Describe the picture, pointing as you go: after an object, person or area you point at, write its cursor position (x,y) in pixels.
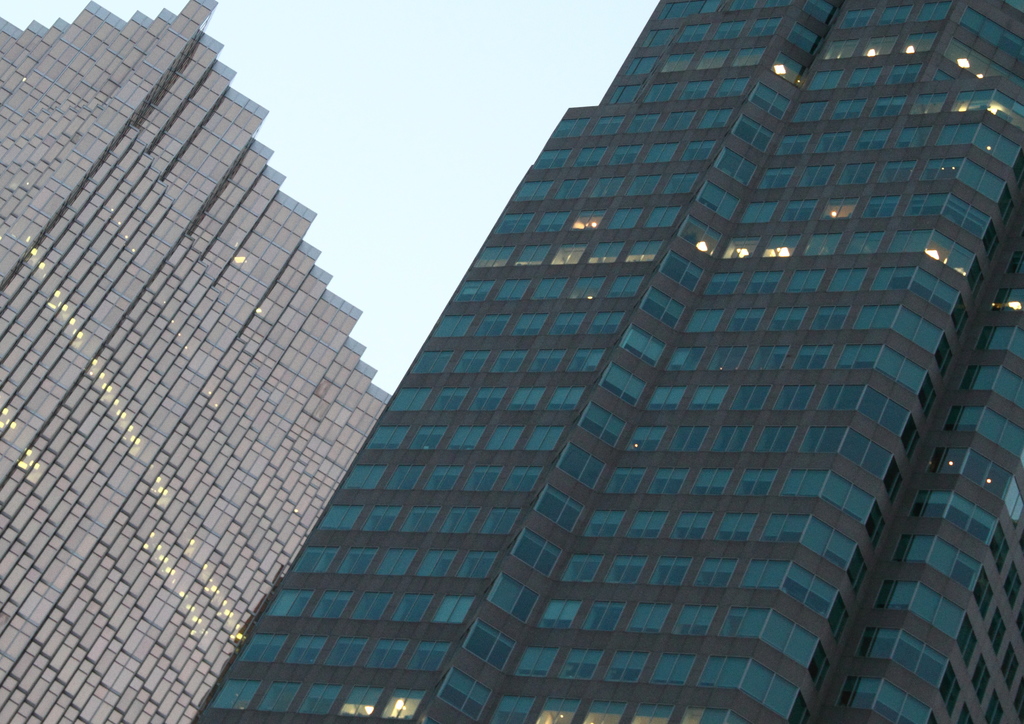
In this image we can see buildings (312,549). In the background (354,130) there is sky (336,112).
